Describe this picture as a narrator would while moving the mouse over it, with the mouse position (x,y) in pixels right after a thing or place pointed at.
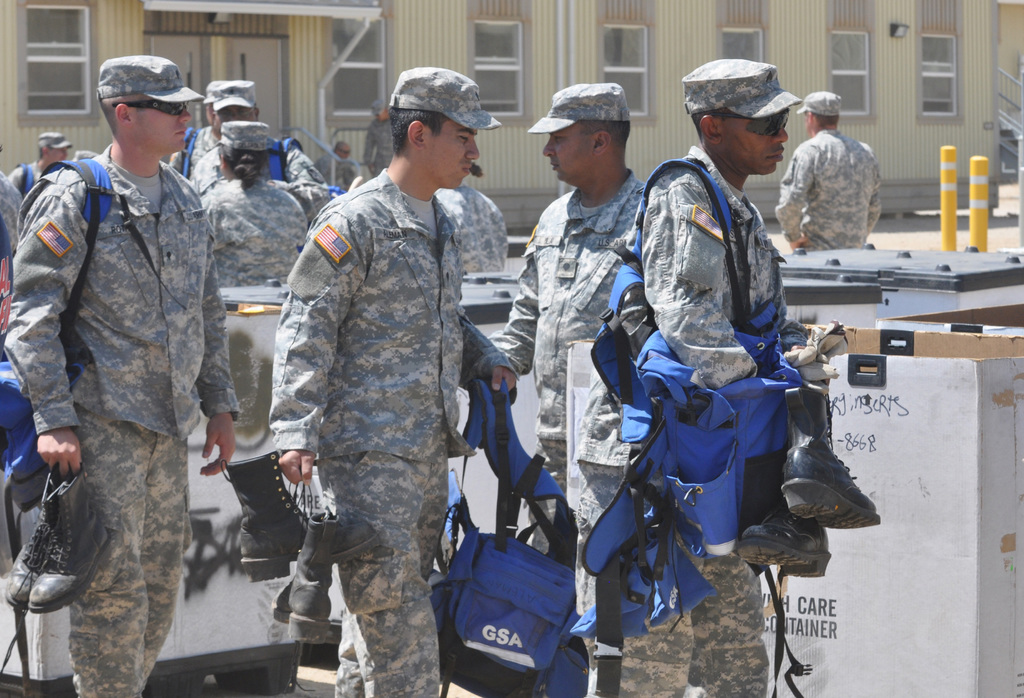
In this image at front (47,421) there are few people (434,235) walking on the road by holding the shoes (348,520) and bags (621,531). Beside them there are few boxes (882,324). On the backside (910,20) there is a building (448,34) and in front of the building (281,81) there are stairs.
